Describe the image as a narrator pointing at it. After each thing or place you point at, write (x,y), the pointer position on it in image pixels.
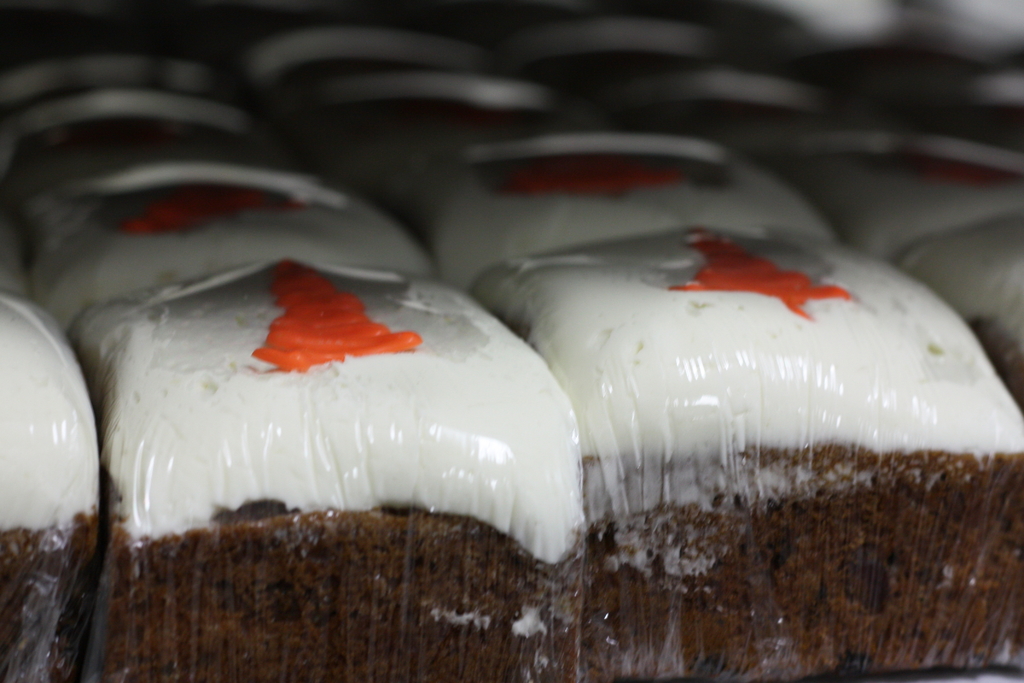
In this image there is a food item (509,515) like cakes (712,560) packed and arrange in rows (758,497).
